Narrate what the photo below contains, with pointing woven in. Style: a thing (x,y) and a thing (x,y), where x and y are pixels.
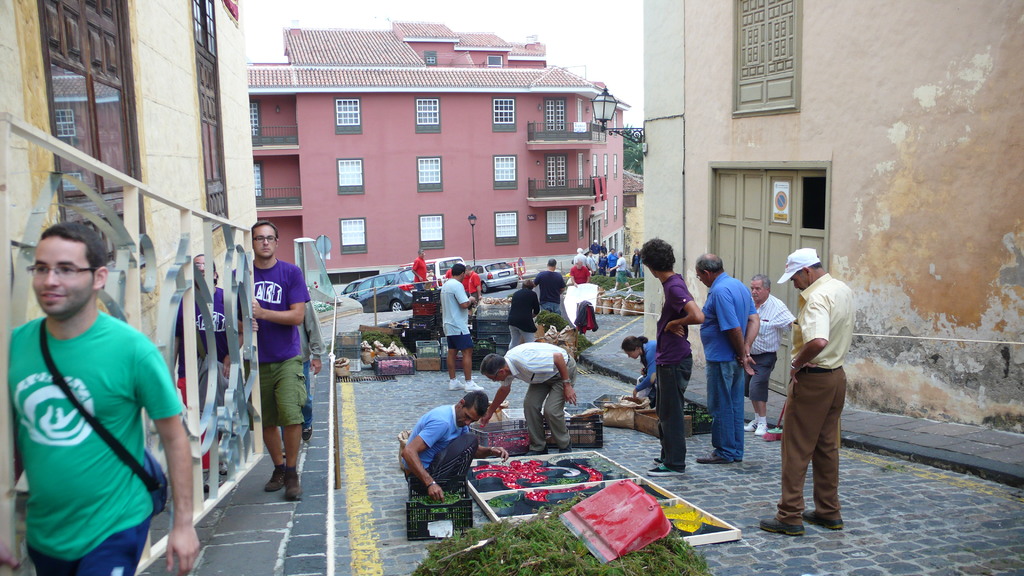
This is an outside view. Here I can see few people (740,357) standing on the road (751,514). Along with the persons (463,448) I can see few boards (565,484), boxes (432,345), leaves (513,550) and some other objects (605,560). It seems like they are doing some art (518,457) on the road (743,546). On the left side (118,465), I can see two men (285,422) are holding a metal object (209,411) in the hands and walking on the footpath (272,516). On both sides of the road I can see the buildings (514,115).
